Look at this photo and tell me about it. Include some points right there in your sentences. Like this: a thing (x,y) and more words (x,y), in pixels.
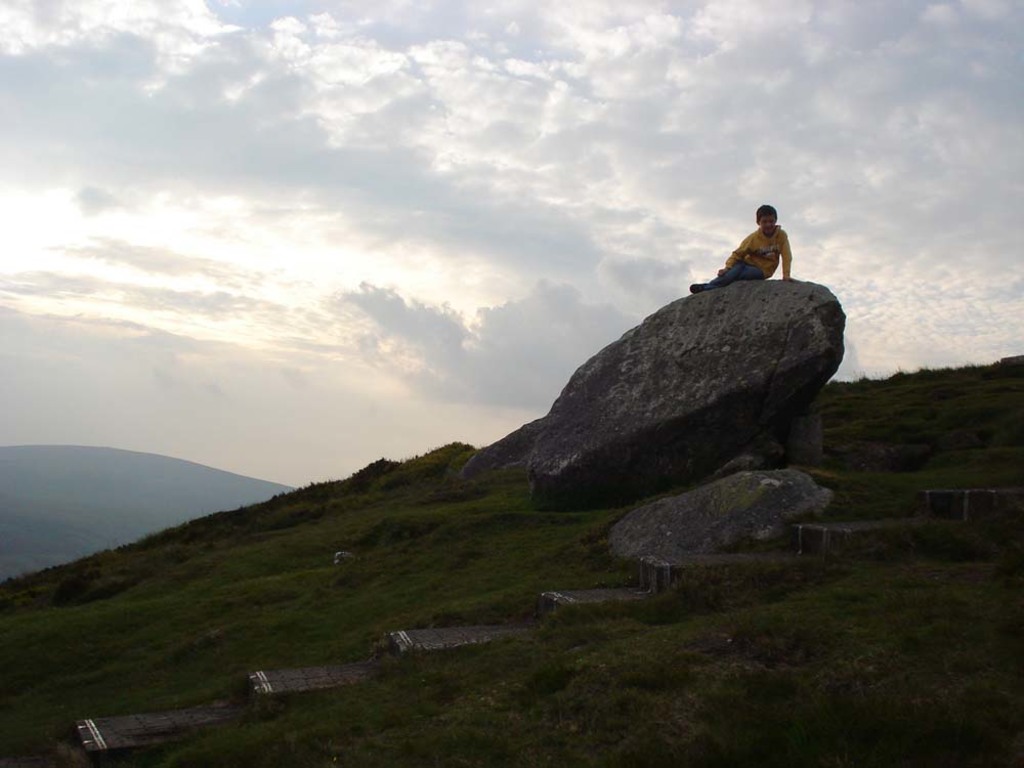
In this image I can see a person (774,225) wearing yellow hoodie (746,247) and blue jeans (725,274) is sitting on a rock (719,417) which is ash and black in color. I can see few stairs (462,628) and some grass (337,613). In the background (249,460) I can see a mountain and the sky (257,324).
